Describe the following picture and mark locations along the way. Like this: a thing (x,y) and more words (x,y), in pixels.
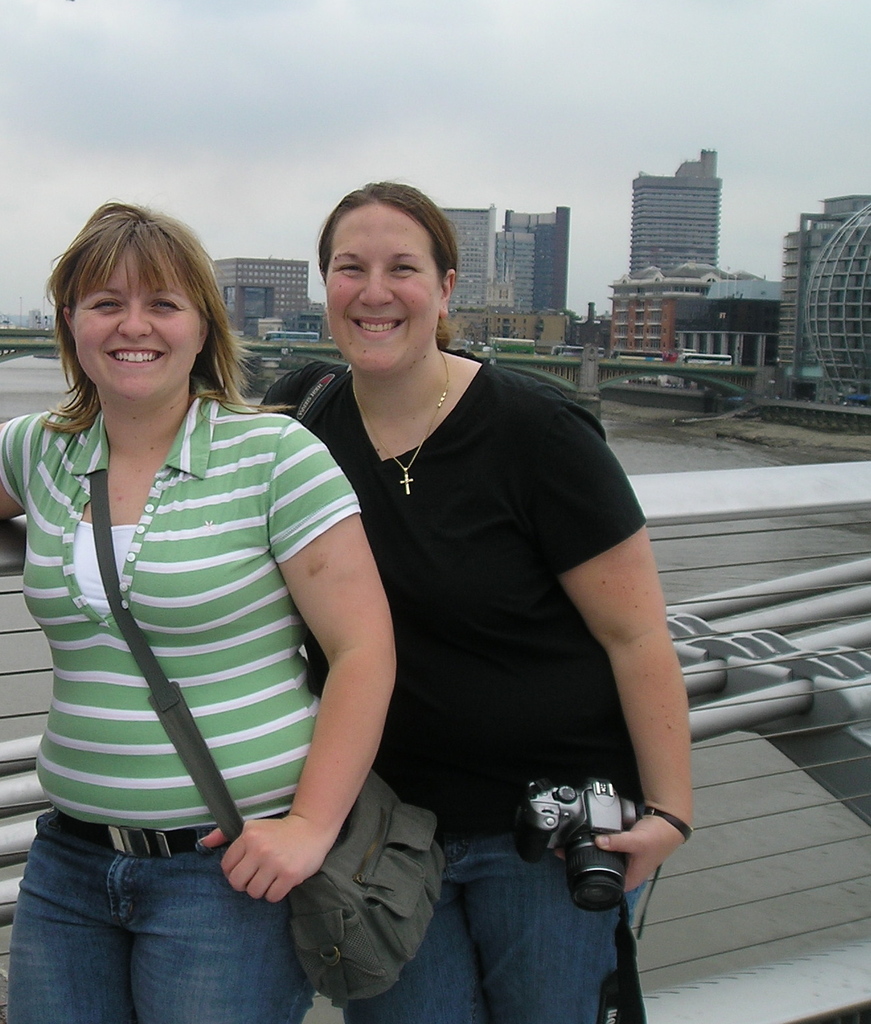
In this image I can see there are two women (344,646) are standing and smiling. A woman (316,618) on the left side (214,857) is carrying a bag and the other woman (574,762) is holding a camera (601,874) in her hand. I can also see there are few buildings (696,306).
